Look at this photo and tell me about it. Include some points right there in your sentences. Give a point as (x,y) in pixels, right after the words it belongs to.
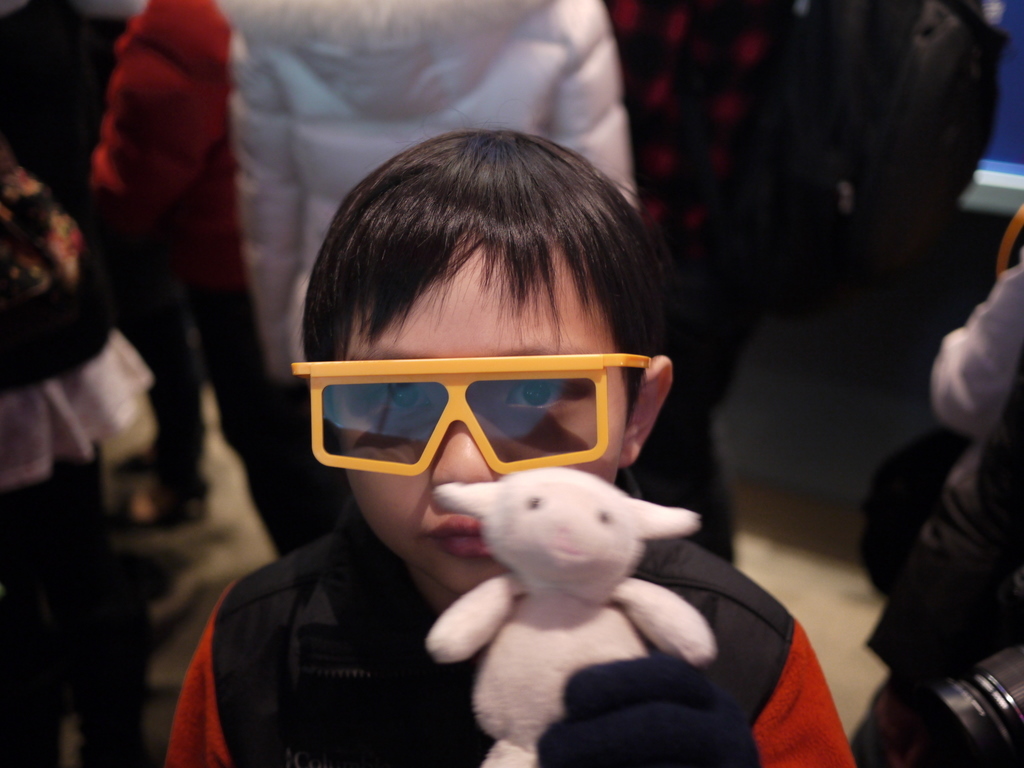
In this picture we can see a boy (196,741) wearing goggles (560,418) and holding a toy (695,522). In the background (743,103) we can see the partial part of the people (1001,395).
